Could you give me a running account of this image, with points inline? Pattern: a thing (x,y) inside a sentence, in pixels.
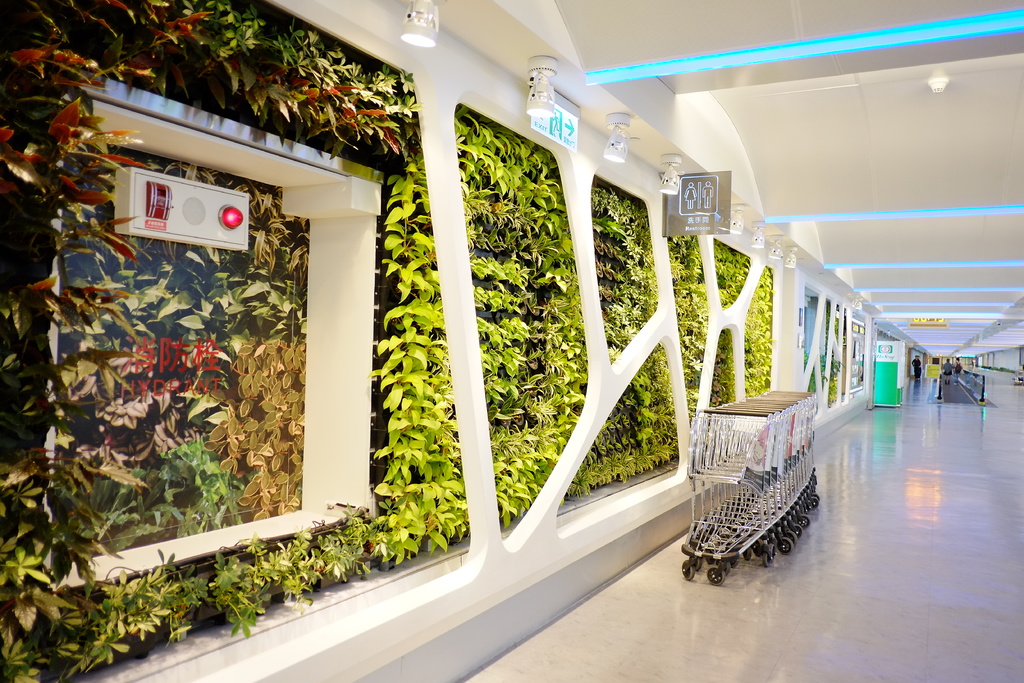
In this image I can see inside view of a building (938,419). There are lights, people (919,367), barriers (969,371), boards (931,370), plants (1,119) and trolleys (790,474). In the left side of the image (228,228) there is an object (172,323) with transparent glass (176,408) and there is some text (155,345) written on it.
